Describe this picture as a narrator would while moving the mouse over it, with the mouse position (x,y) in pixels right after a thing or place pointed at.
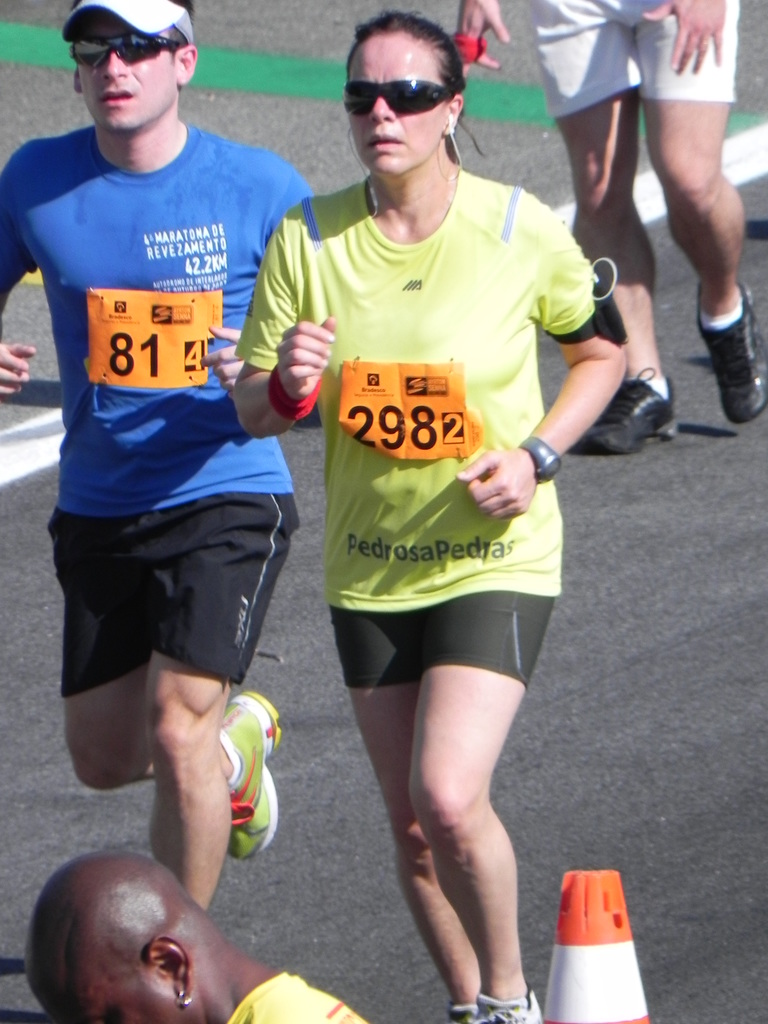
In this picture we can see three persons (522,302) are running, a person (126,310) on the left side (149,263) is wearing a cap (81,23), goggles (103,50) and shoes (233,743), at the bottom (667,732) there is a road (748,791), a traffic cone (563,995) and another person (89,908).
